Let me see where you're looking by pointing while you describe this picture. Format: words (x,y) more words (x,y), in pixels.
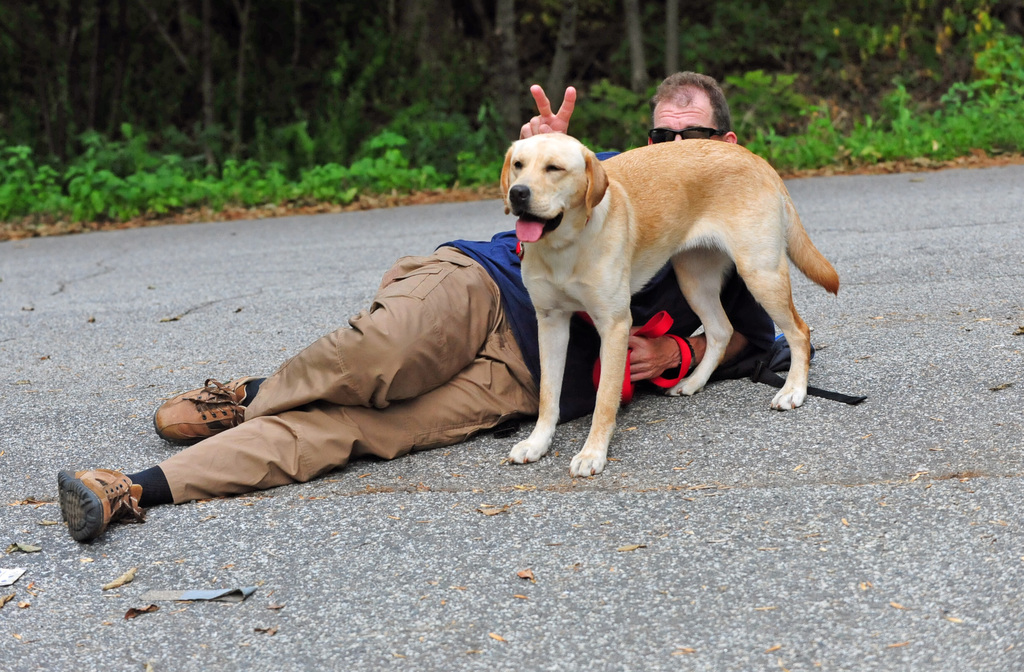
There is a man (472,292) lying on the road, and this is a dog (671,187). At background (559,55) there are trees (377,112) and plants (309,181). This man (484,253) is wearing T-shirt (500,284), trouser (432,322), shoes (210,394) and goggles (659,139).
